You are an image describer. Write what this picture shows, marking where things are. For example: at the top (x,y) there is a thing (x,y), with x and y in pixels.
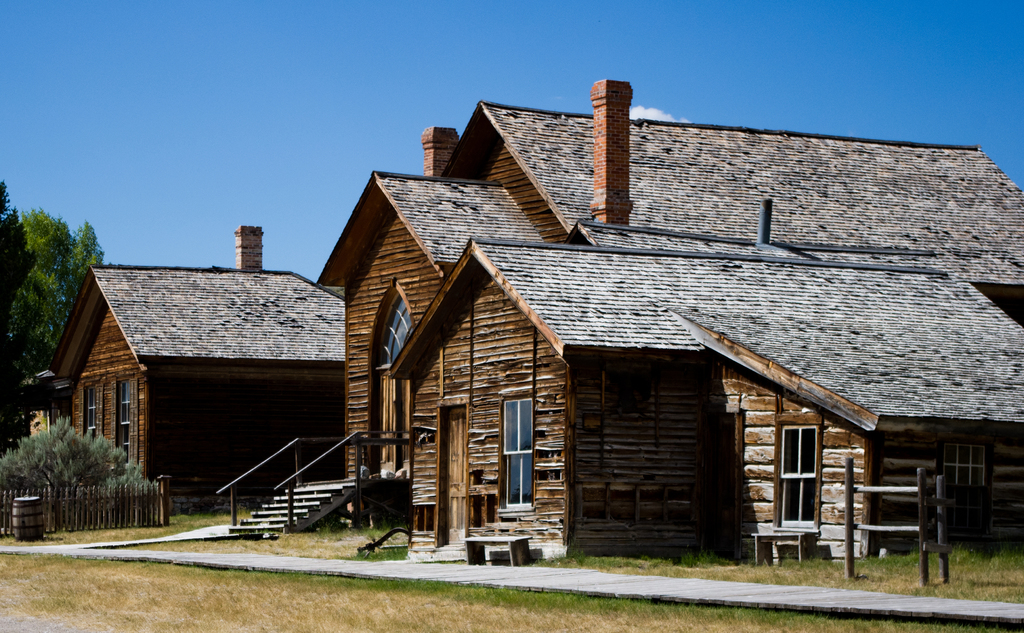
This picture is clicked outside. In the center (503,249) we can see the houses (579,328), some wooden objects (926,548) and we can see the stairs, plants (66,465), barrel (22,526). In the background (239,71) there is a sky (263,160), trees (24,259) and we can see the chimneys (433,162) of the houses (721,290).
